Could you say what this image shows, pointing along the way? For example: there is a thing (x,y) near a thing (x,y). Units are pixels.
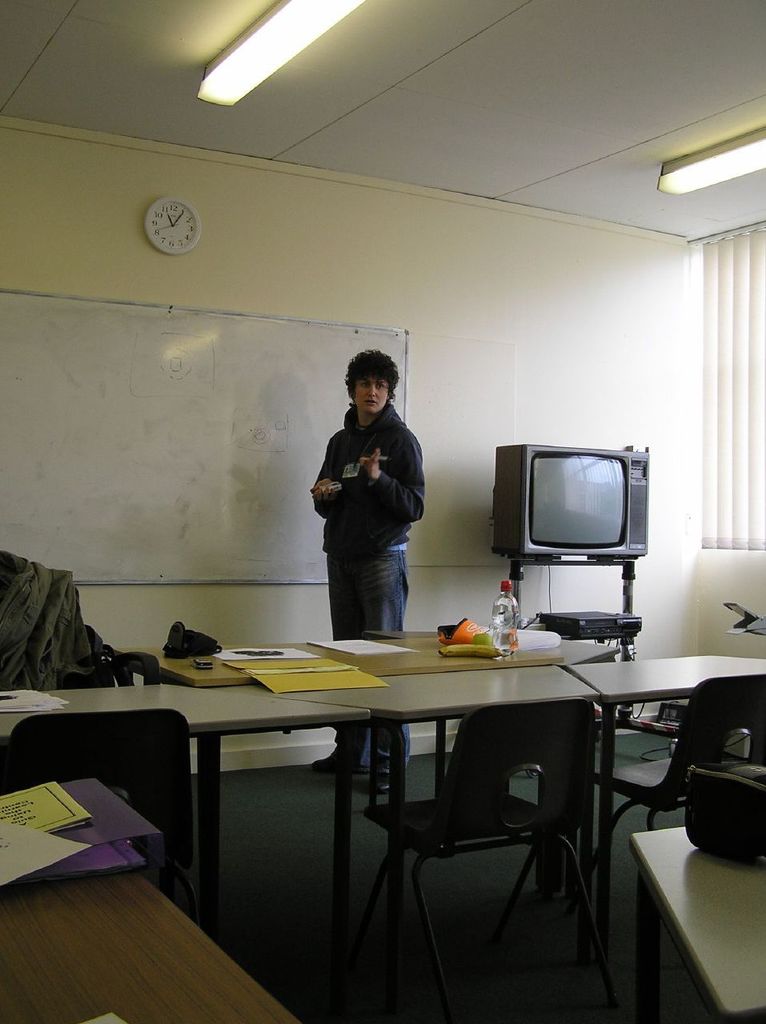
In this image a man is standing and holding a marker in his hand (373,456). At the background (460,256) there is a wall (47,278) and on top of it there is a board (145,390), a wall clock (151,219) beside that a window (711,420) with a window blind (712,461) is present. At the top (578,124) the image there is a ceiling (386,149) with lights (708,183). In the middle of the image (417,666) there were few tables (719,905) and chairs (131,750) and few things (533,638) on the table (414,669).
